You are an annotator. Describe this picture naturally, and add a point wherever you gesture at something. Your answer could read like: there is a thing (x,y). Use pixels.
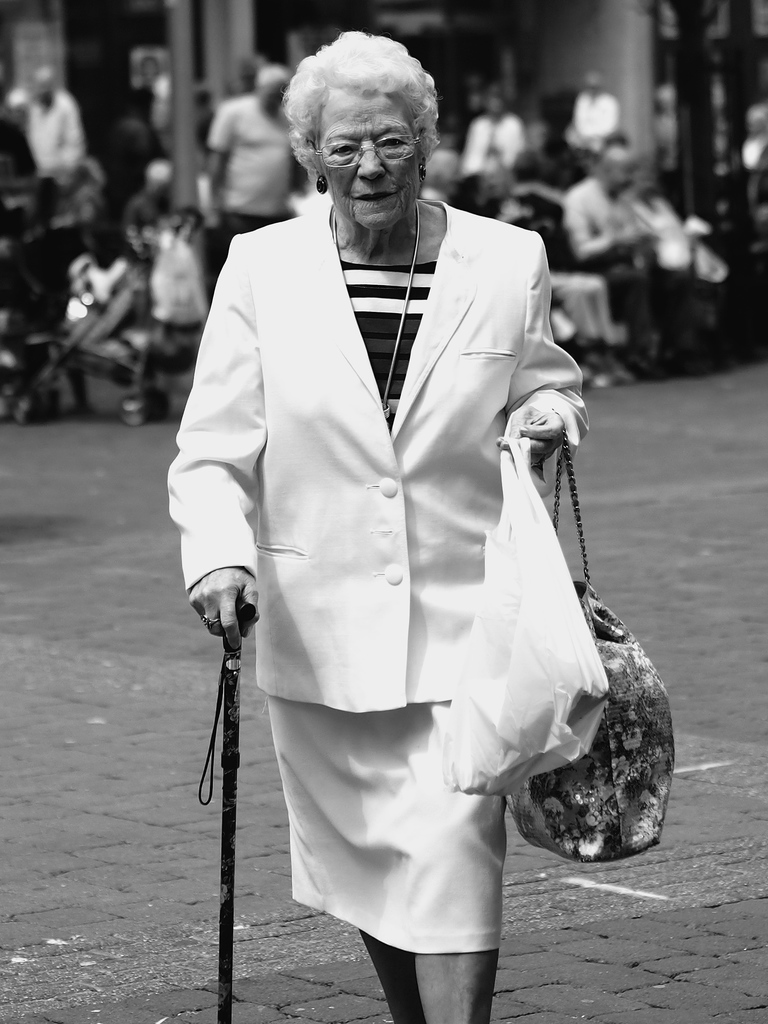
A black and white picture. Front this woman (407,356) is highlighted in this picture. Far there are many persons (88,157) That women (355,190) wore white suit (340,547), holding plastic bag (506,554) and stick (232,897).
